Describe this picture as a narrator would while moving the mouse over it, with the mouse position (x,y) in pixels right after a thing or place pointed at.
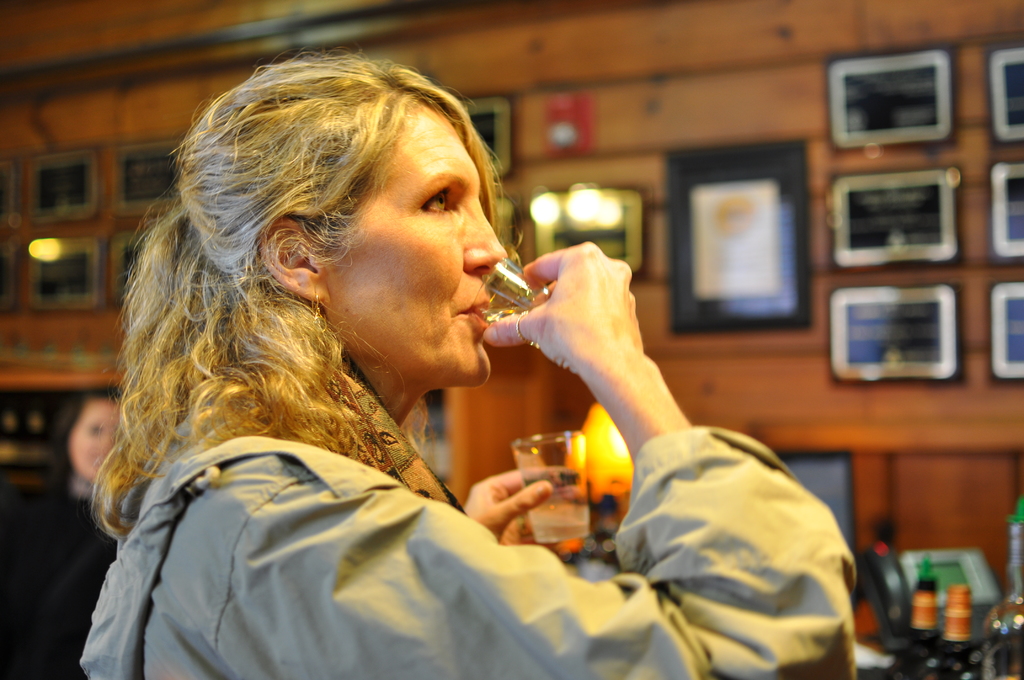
a person (512,325) is drinking, holding a glass (512,297) in her hand (539,484). behind her on the wall (677,50) there are many photo frames (123,180).
